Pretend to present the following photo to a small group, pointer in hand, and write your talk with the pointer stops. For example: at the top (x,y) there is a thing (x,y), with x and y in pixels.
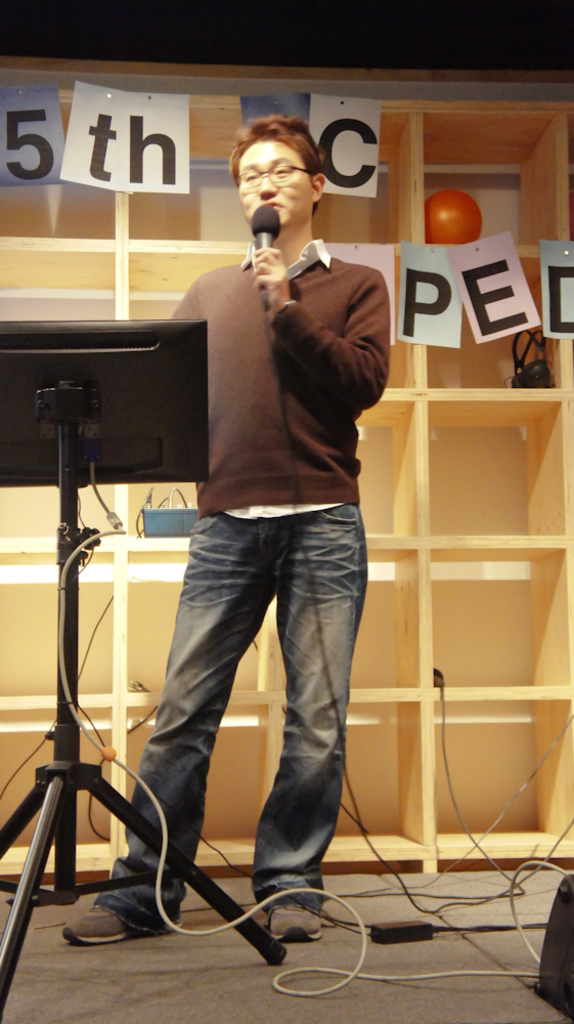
It is a man (270,568) in the picture he is standing is wearing brown color shirt (389,331) he is holding mic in his hand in front of the man (203,558), there is a monitor screen (96,362) in the background (194,151) there is a cup board (465,717) and to the cup board (524,247) there are few posters (472,255) stick and there is an orange color ball (459,195) in the cupboard (529,224), in the cupboard (501,393) next to that there is also a headset (519,365).
